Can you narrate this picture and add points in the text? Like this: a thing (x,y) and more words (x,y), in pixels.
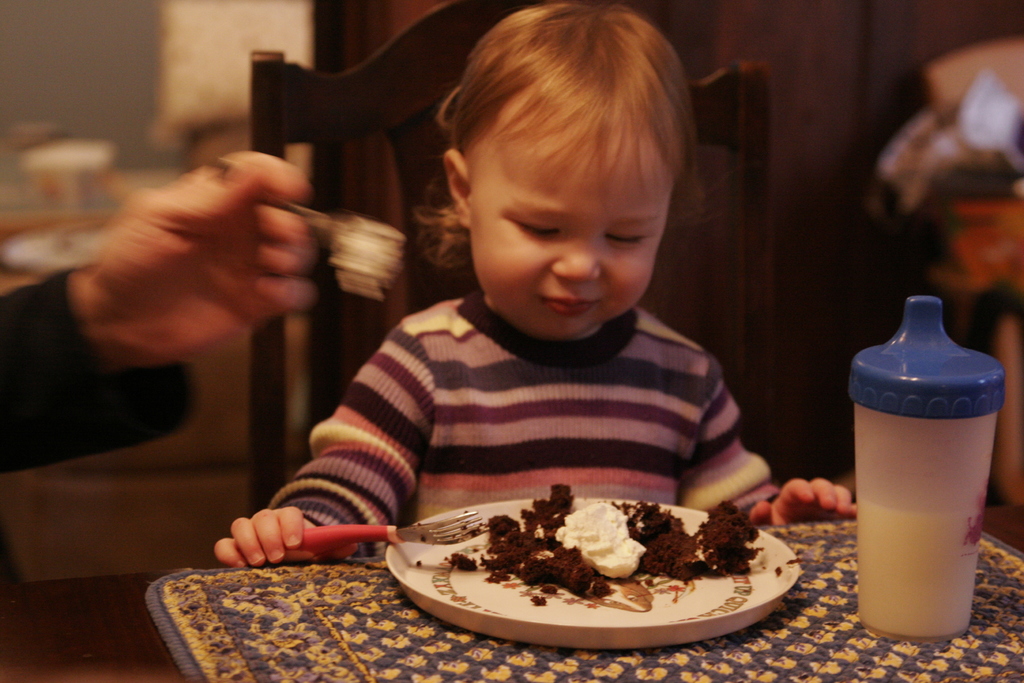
In this image there is a hand (126,334) of a person (170,357) holding an object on the left corner (76,313). There are objects (930,317) on the right corner (1005,352). There is a chair (710,144), a person (484,340), there is a food (646,541) in the plate (608,610) and there is an object (903,578) in the foreground (390,476). And there are objects (967,134) in the background (774,41).
